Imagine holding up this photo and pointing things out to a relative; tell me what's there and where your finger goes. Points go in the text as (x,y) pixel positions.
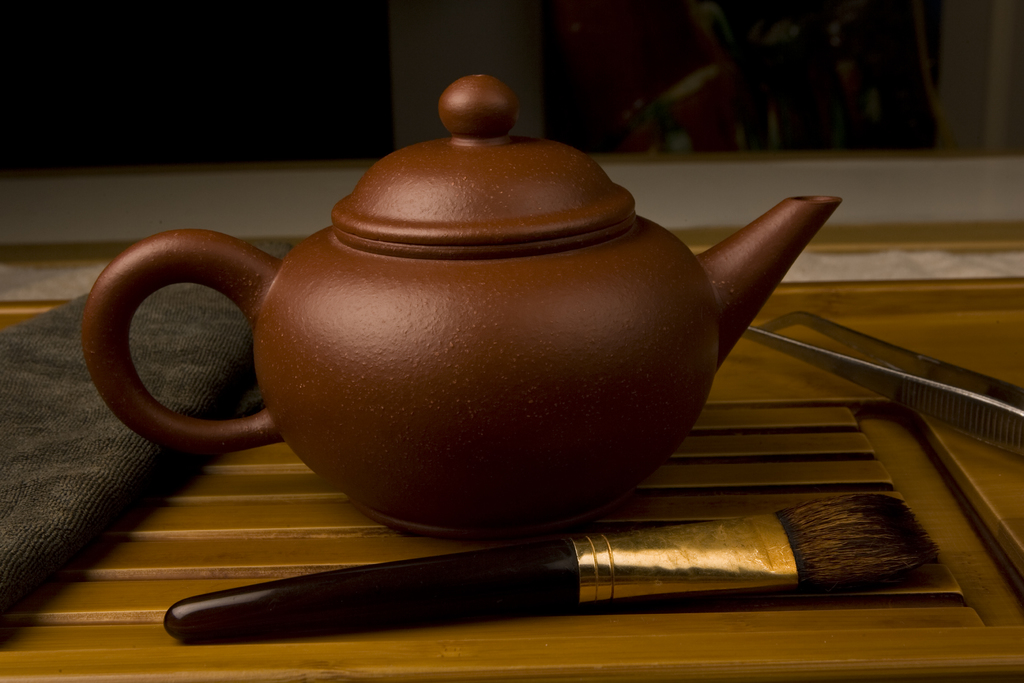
In this image we can see a tea pot (558,337), brush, cloth (18,573) and a metal object (796,341) on a tray (800,306). At the top (290,145) we can see frames (290,145) on the wall (705,187).
